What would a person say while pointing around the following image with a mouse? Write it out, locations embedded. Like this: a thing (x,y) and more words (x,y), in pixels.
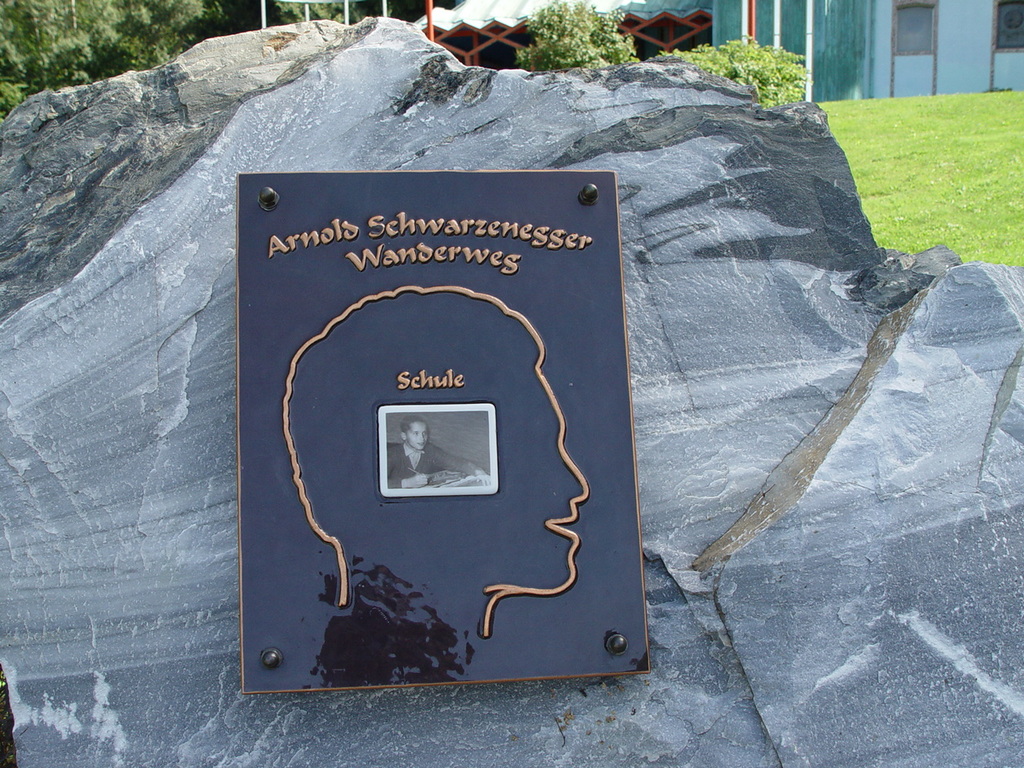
This picture is clicked outside. In the center (352,265) we can see the text (318,235) and some pictures (425,439) on the board (626,515). In the background (769,165) we can see the rocks (488,102), plants (543,48), green grass (908,147) and some other objects (947,29) and we can see the trees (217,30).
